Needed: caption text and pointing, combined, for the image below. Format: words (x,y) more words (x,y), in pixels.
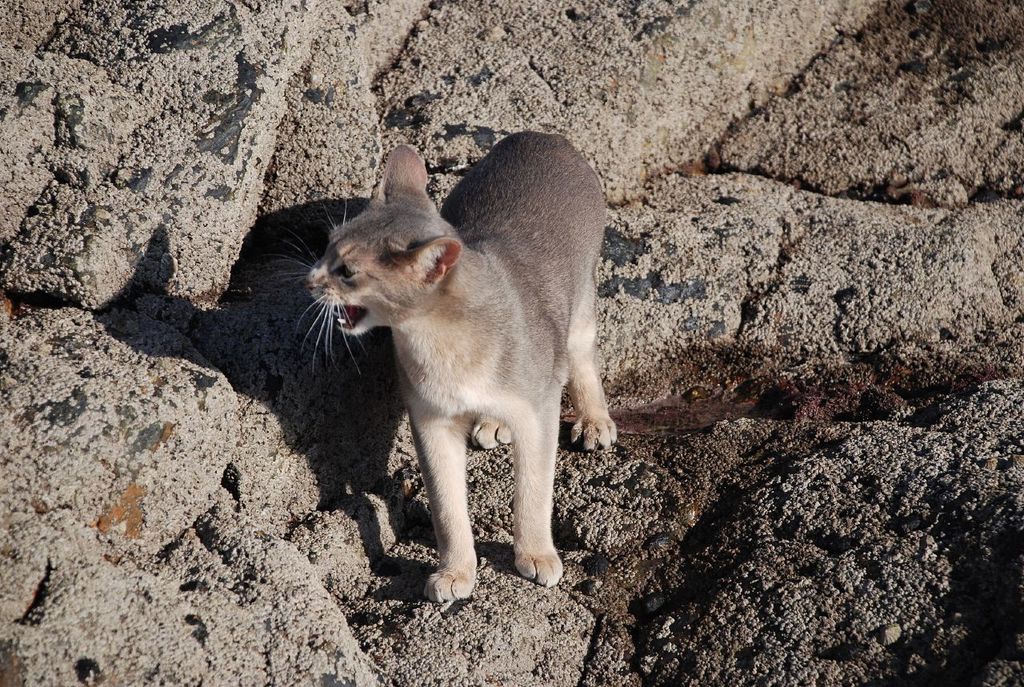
In the center of the image (444,403), we can see a cat (447,214) on the rock (571,17).
